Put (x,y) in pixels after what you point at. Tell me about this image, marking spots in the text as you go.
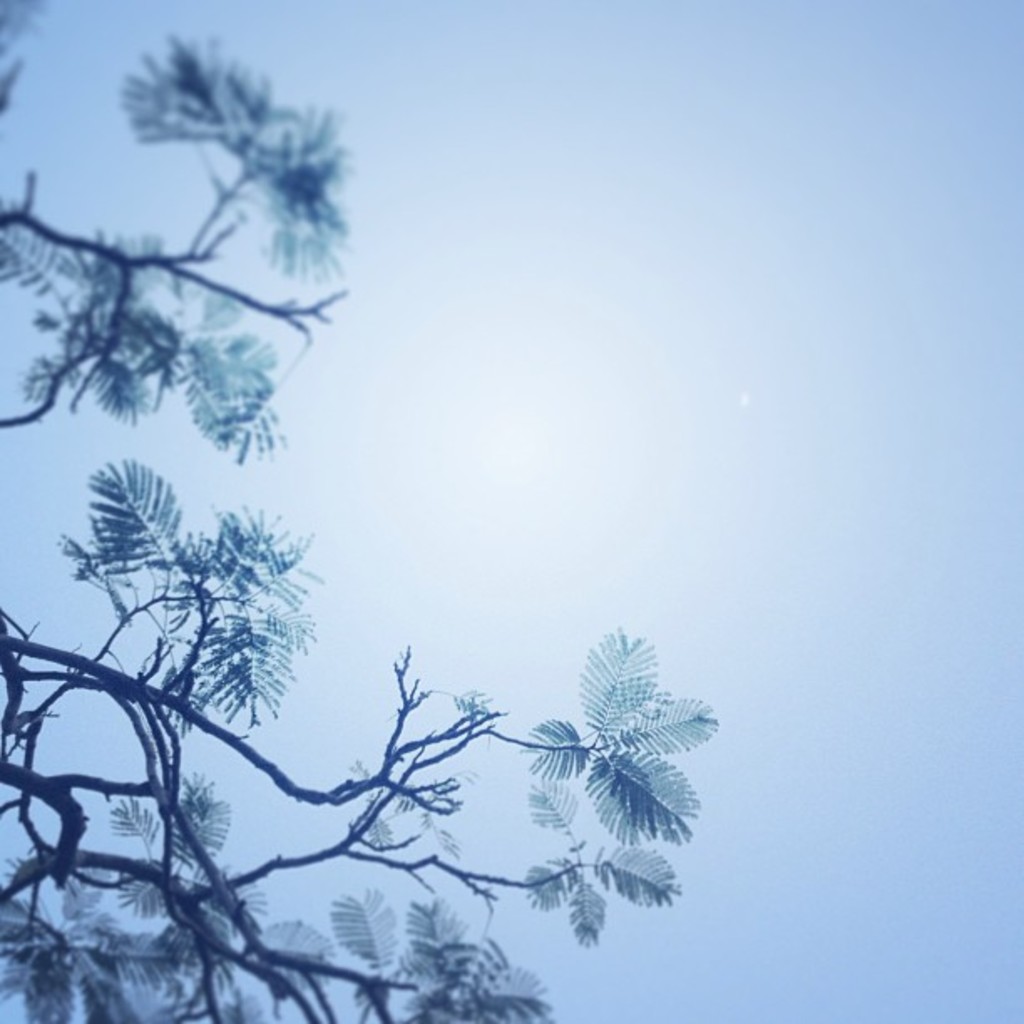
In this picture we can see leaves (175,128), branches (305,1020) and in the background (713,531) we can see the sky (709,414).
